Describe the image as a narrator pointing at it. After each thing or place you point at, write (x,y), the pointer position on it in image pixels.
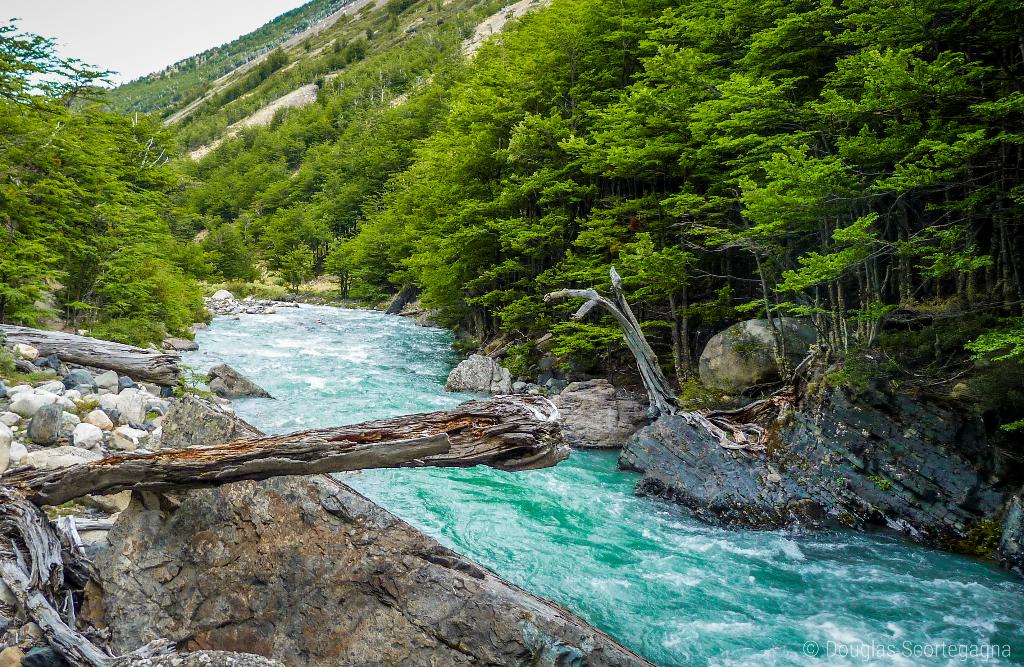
On the left (273,563) at the bottom corner (167,549) we can see a log (42,472) on a stone (173,551). Here water (379,373) is flowing in the middle (410,405) and to either side of water (332,324) we can see trees (233,236). In the background (210,278) there are trees (252,89) and sky (141,46).
